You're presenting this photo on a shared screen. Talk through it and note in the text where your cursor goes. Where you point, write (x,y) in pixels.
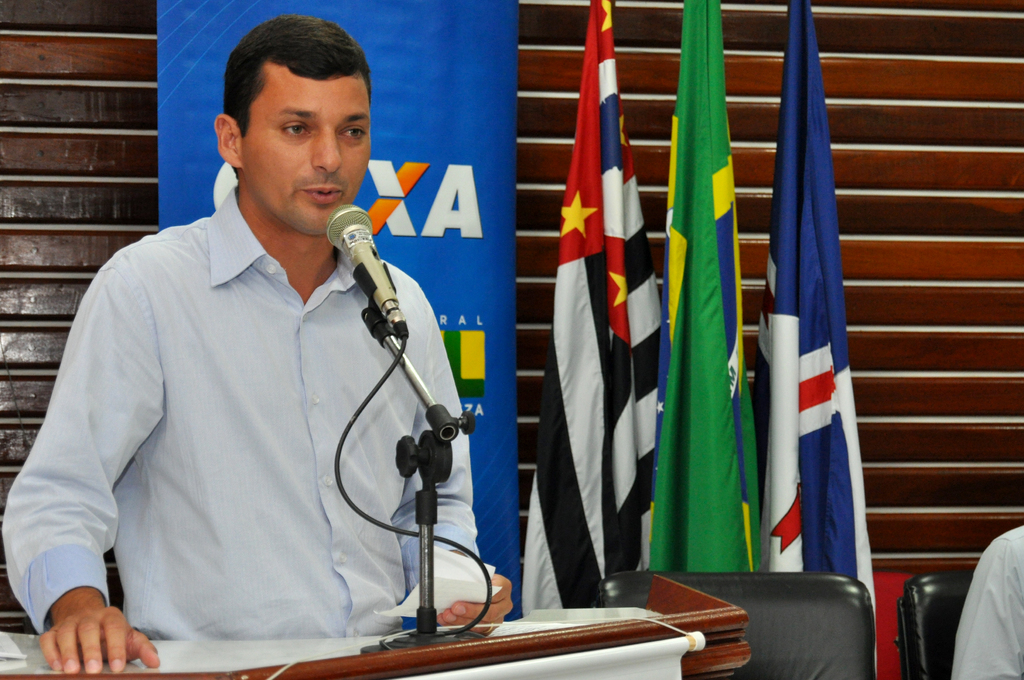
This picture shows a man (288,391) standing at a podium (138,666) and speaking with the help of a microphone (394,318) and we see flags (763,340) and a advertisement banner (487,260) on the back (468,166) and we see a empty chair (849,596) and another woman (993,579) seated on the side.
